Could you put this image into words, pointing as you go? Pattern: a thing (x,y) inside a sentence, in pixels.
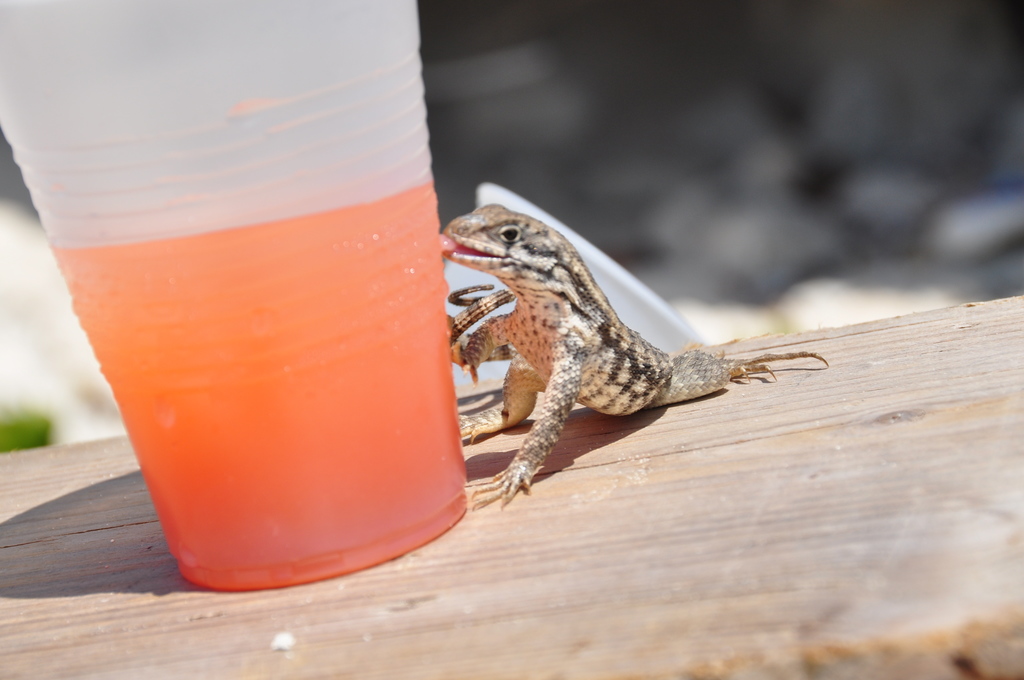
In this image I can see a lizard (496,352), a glass (378,328) and in it I can see orange colour drink (294,320). I can also see this image is blurry from background (873,236).
